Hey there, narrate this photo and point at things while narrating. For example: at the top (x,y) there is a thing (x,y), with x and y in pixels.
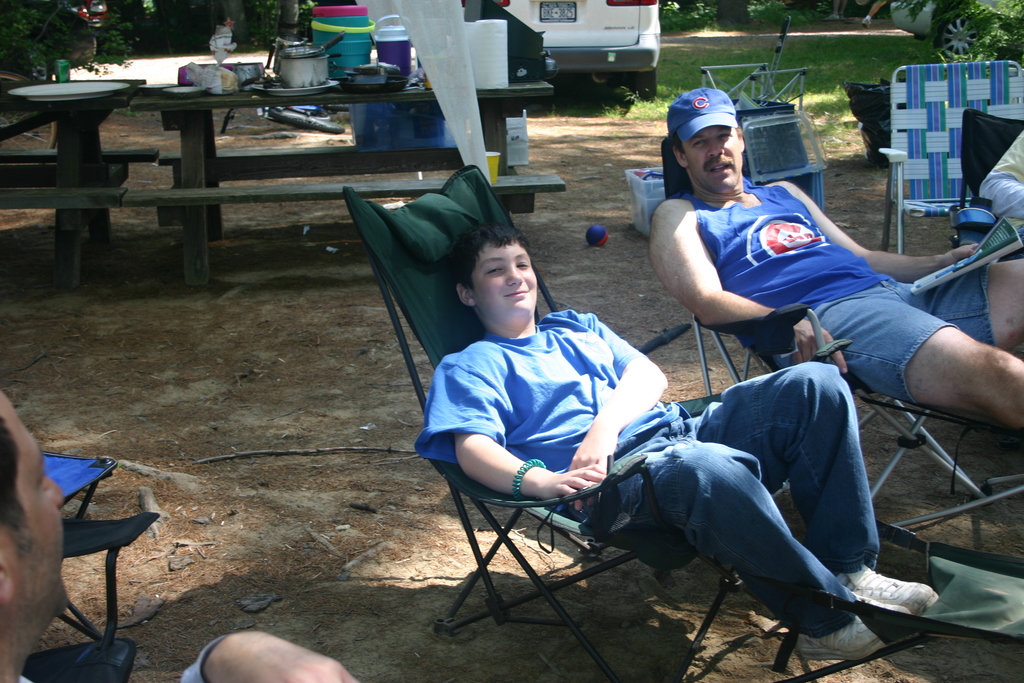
In this picture there is a table (318,163) at the top left side of the image (329,83) on which there are kitchenware (362,88), and there is a car (652,3) at the center of the image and the people (945,289) those who are sitting on the chairs (1012,129) at the right side of the image (703,227), there is a ball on the floor (632,225) and the person (1006,283) who is sitting at the right side of the image (889,321) he is holding a news paper (1009,236) in his hand (968,258), there are some trees (151,29) around the area of the image.
